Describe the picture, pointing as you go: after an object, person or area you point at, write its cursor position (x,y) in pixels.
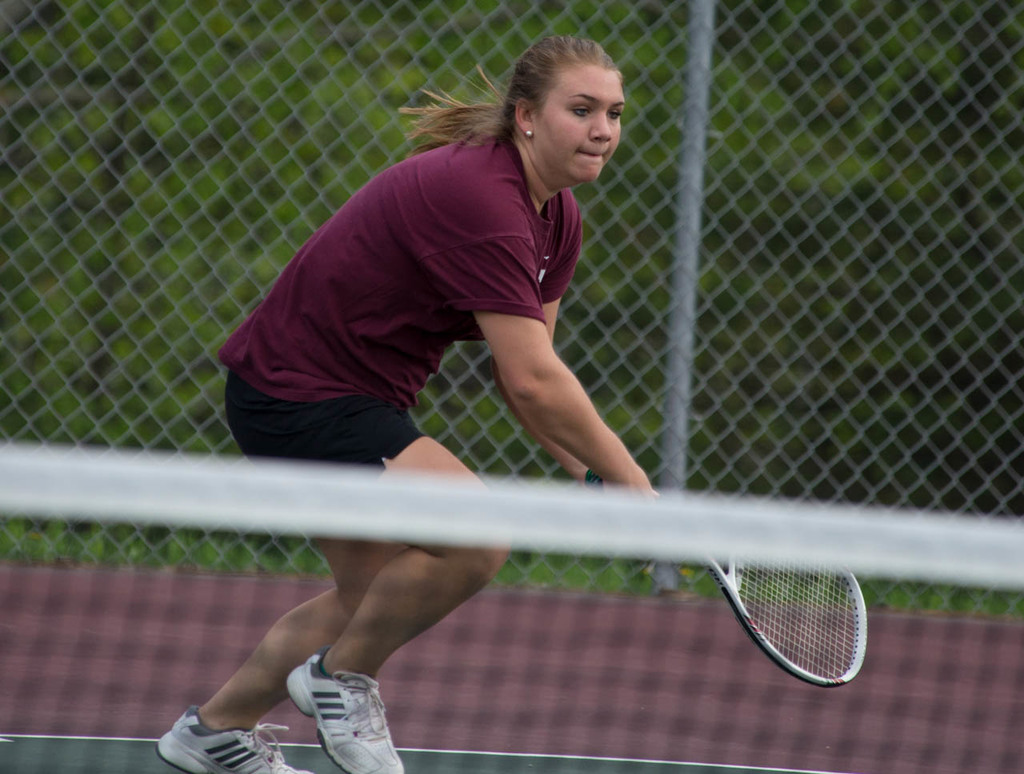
There is a woman (562,183) in brown color t-shirt (522,202) holding a bat (815,633) and playing on the court (514,735). In front of her, there is a net (661,663). In the background (1002,385), there is fencing (712,45). Outside this fencing (261,112), there are trees (923,91). And the background (125,134) is green in color.
